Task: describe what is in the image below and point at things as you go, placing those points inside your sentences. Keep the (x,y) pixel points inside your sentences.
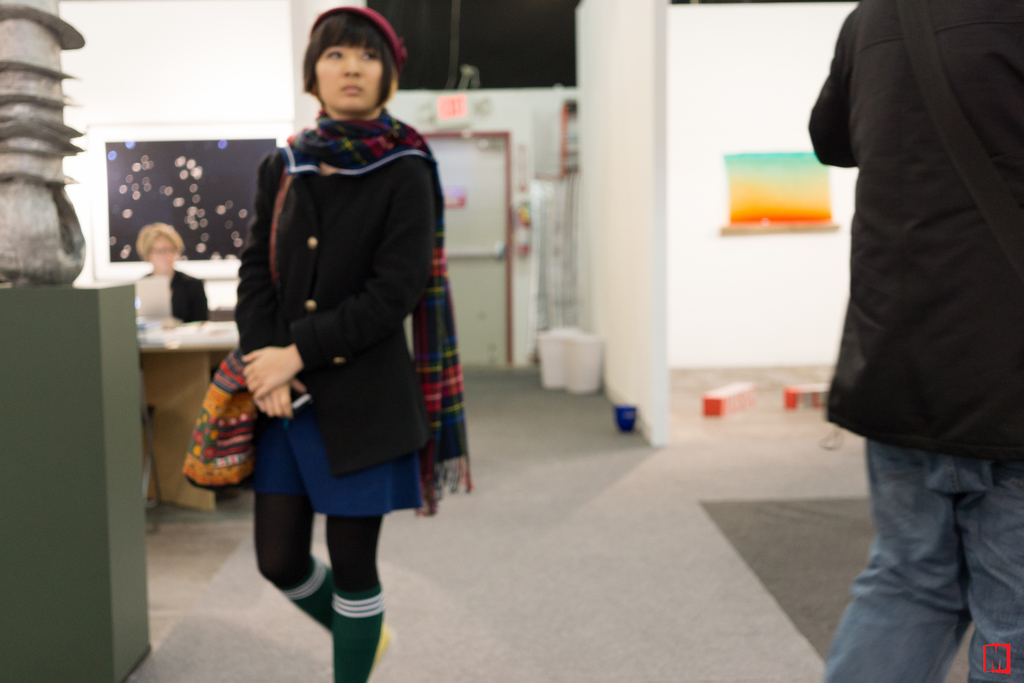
In front of the image there are two people (1001,323) walking on the floor (454,622). On the left side of the image (190,293) there is a person (182,281) sitting on the chair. In front of her there is a table (194,392). On top of it there is a laptop (158,313) and some other objects (174,323). In the background of the image (195,164) there are photo frames (97,168) on the wall (264,94). There is a closed door (481,251). On top of it there is an exit board (445,106). At the bottom of the image (724,522) there is a mat (751,552) and there are a few other objects (570,378) on the floor (569,396). There is a watermark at the bottom of the image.
